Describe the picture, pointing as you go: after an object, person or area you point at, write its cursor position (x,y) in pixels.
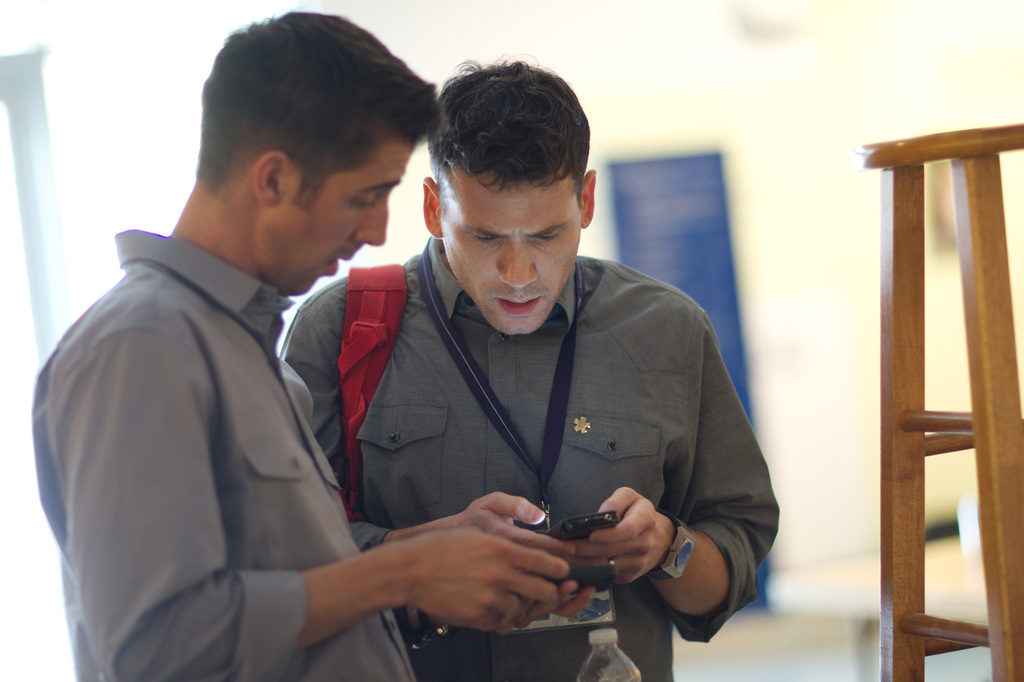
In this image we can see two persons (293,451) are standing and holding a mobile phone (581,531) in their hands (525,566). There is a wooden stool (994,443) on the right side of the image (998,442).
